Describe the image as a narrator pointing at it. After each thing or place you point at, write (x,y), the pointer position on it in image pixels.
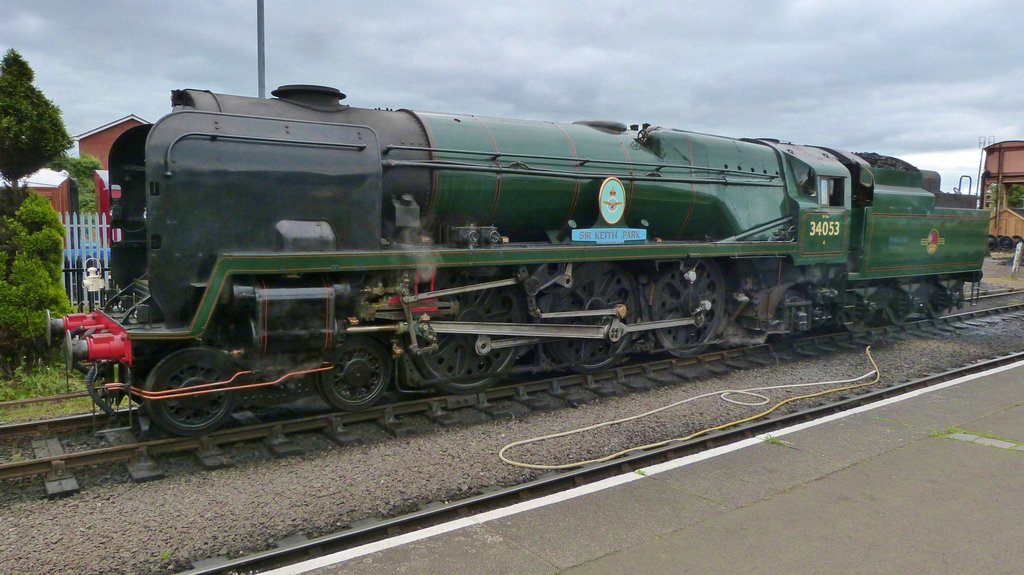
In this picture we can see a ground (854,538), beside this ground (818,486) we can see a rope (696,398) and train (573,364) on a railway track (648,365) and in the background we can see a fence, buildings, trees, pole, sky (820,57).
